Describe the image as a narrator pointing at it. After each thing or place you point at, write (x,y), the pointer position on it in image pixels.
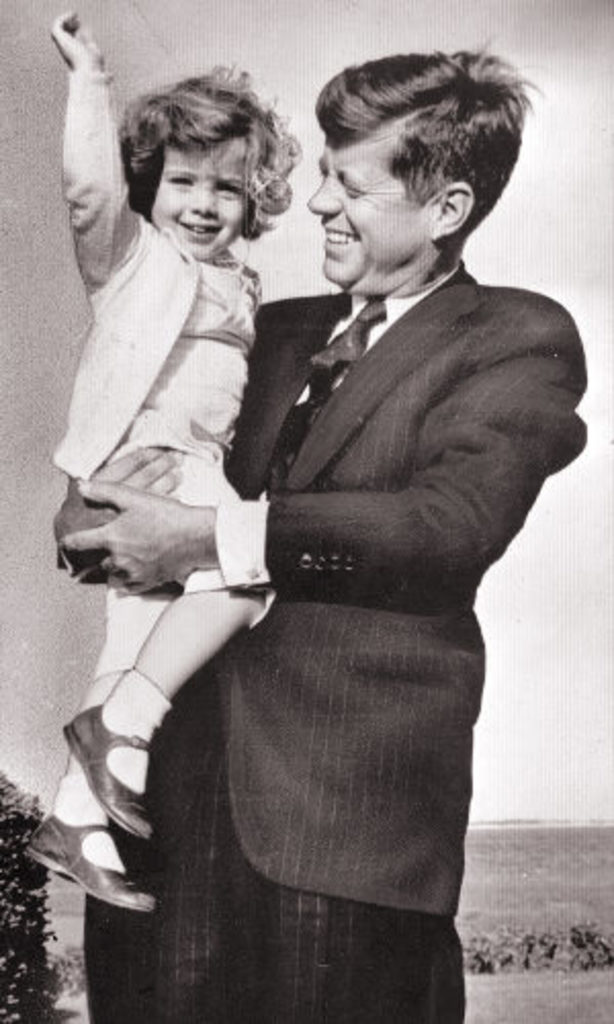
In the middle of the image (249,520) a man (475,315) is standing and holding a baby (139,656) and they are smiling. Behind them there are some plants (12,934). At the top of the image (527,209) there is sky (353,41).
